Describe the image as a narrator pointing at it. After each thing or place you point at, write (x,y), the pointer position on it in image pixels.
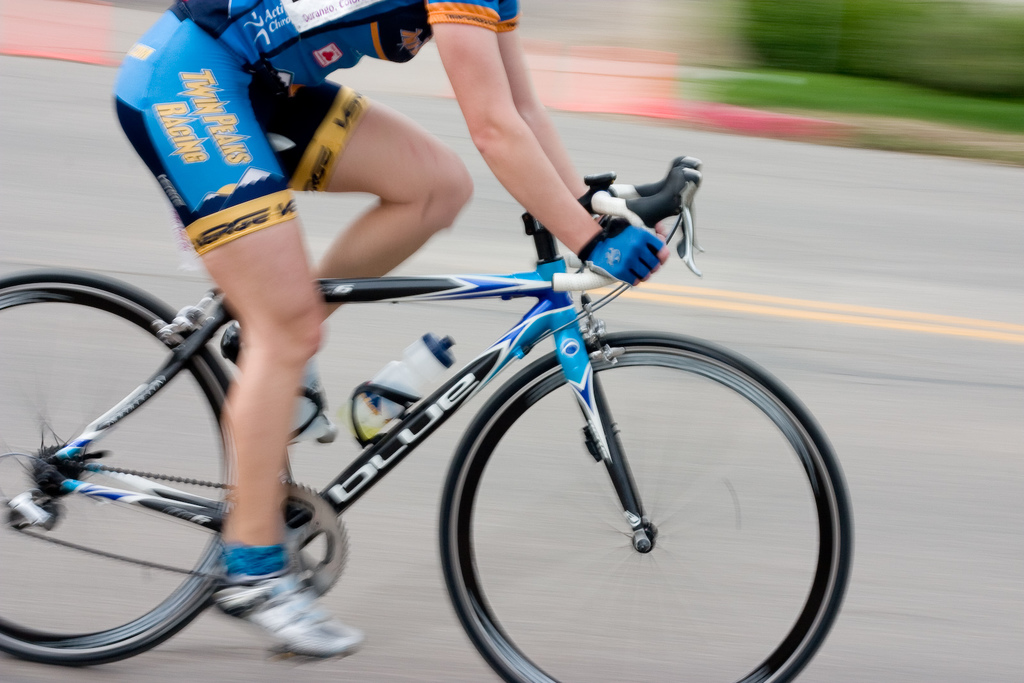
In this image we can see a person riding bicycle (780,405) on the road (857,494). On the backside (1019,132) we can see some plants (986,105).
